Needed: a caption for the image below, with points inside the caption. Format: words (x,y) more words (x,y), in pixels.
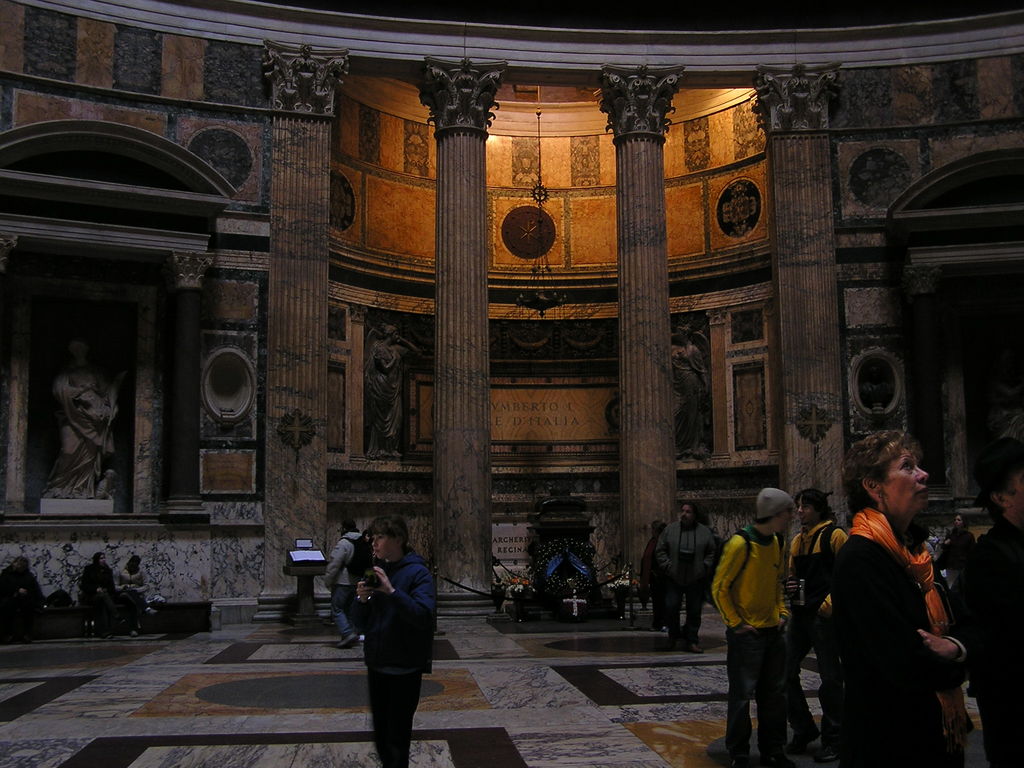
In this picture there are people (102,559) and we can see floor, screen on stand (300,614), pillars (290,522), boards (510,548), statues (884,378), painting (733,231) on the wall (528,223) and objects (572,509).
